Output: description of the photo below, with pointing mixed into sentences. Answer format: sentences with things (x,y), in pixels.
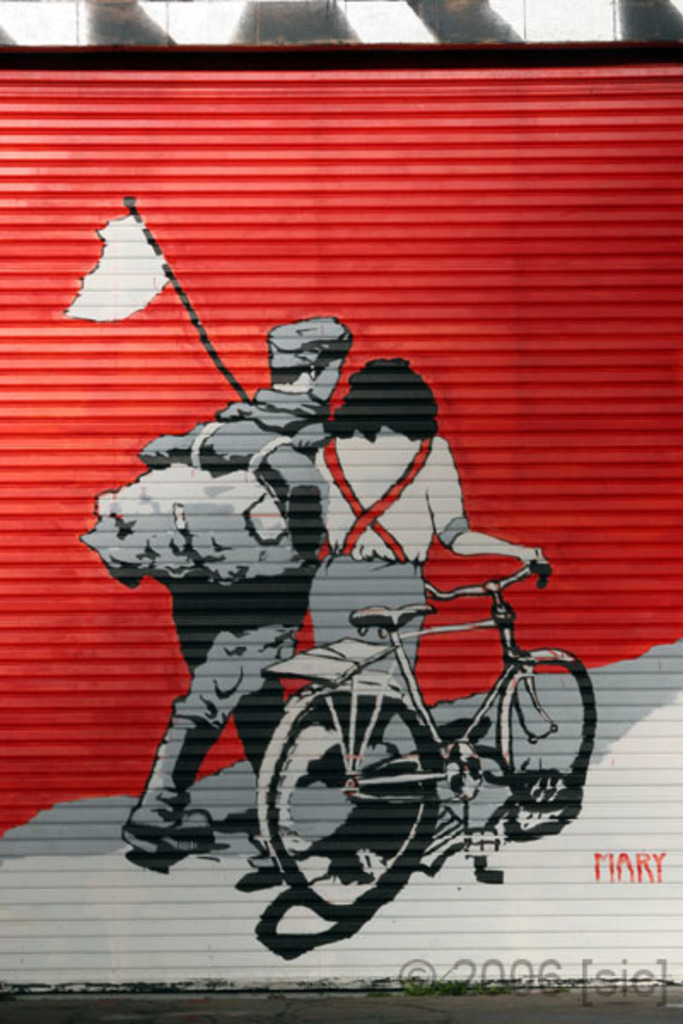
In the foreground of this image (448,759), it seems like painting (424,435) on the shutter (594,520). At the top (433,4), there is the wall (482,31). At the bottom (413,1004), there is the road (395,1007).
